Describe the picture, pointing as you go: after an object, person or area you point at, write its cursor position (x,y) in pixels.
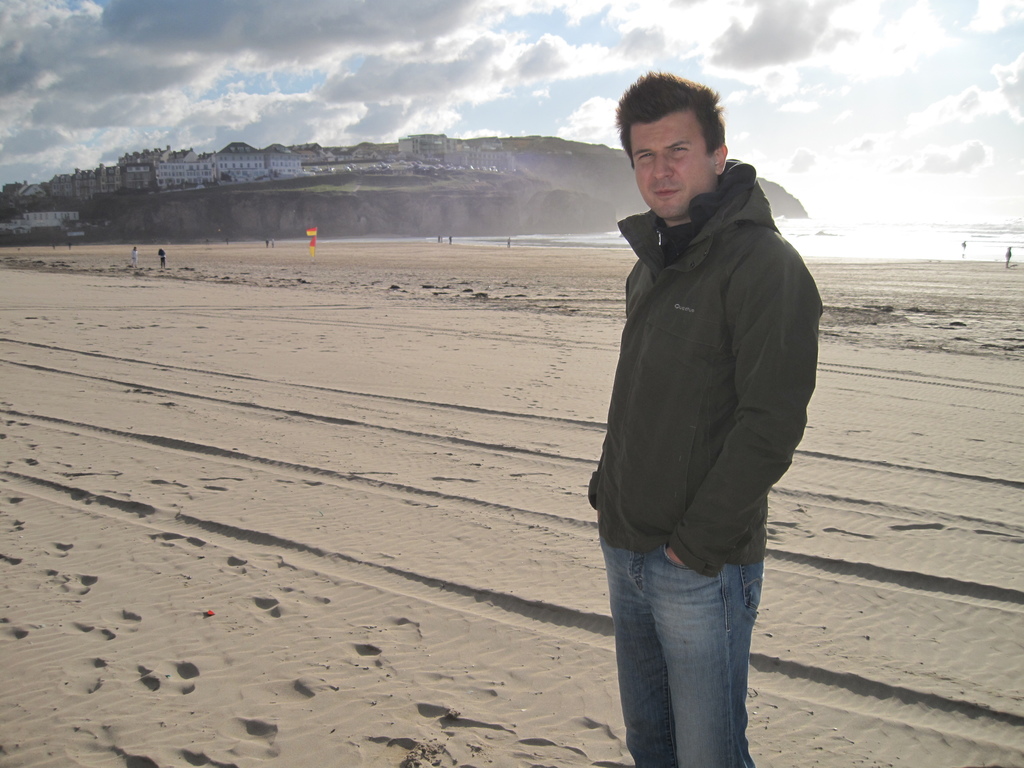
In this picture we can see a man (657,506) standing on the sand (305,245). Behind the man (680,371), there is the sea (875,240) and an object (312,229). There are buildings (157,168) on the hill (532,172). At the top of the image (606,95), there is the cloudy sky (748,103).
